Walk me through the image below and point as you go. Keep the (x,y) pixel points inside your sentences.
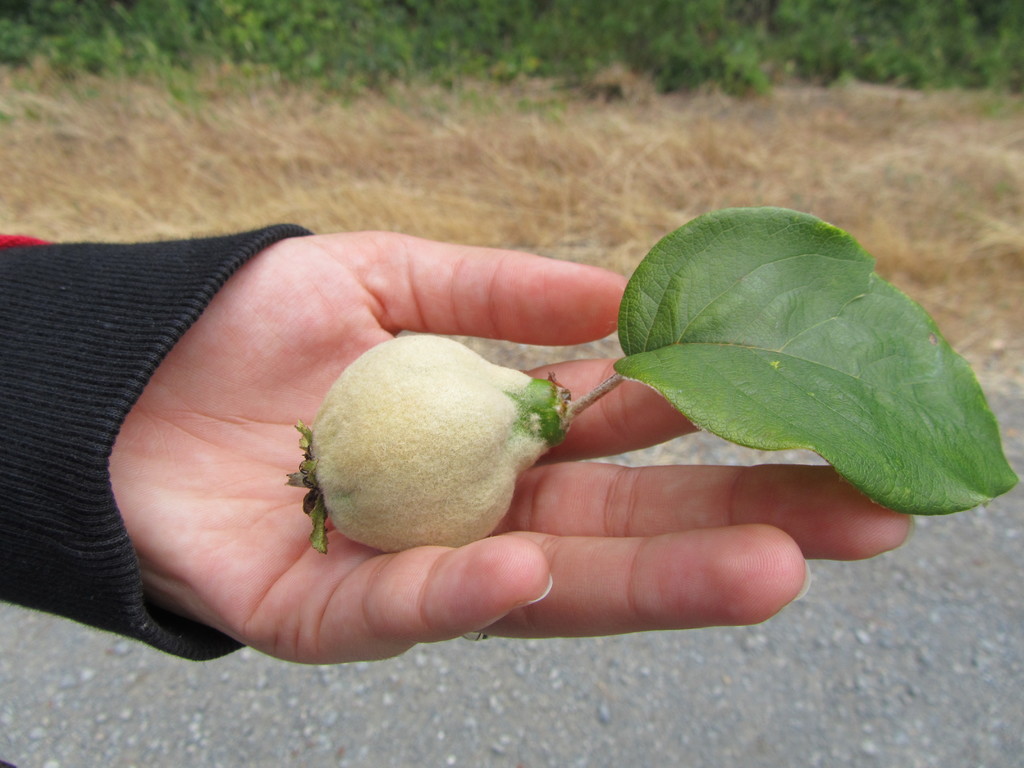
In this picture we can observe a fruit (456,429) in the human hand (250,372). There is a green color leaf (757,357). We can observe a road (571,685). In the background (518,177) there is some dried grass (467,154) and plants (798,47) on the ground (423,110).
